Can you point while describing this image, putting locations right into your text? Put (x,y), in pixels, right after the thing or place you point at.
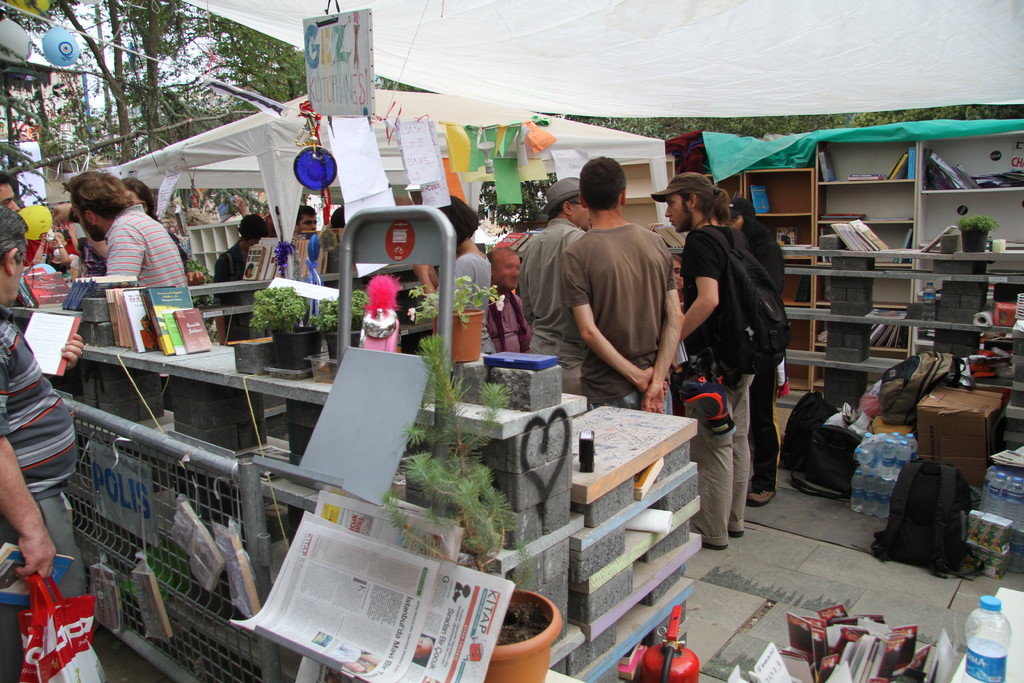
In this picture there is a man (629,280) who is wearing t-shirt (648,361) and trouser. Beside him i can see another man (719,476) who is wearing caps (697,191), black t-shirt (718,266), grey trouser (715,496) and shoe (738,534). He is holding a bag (685,372). At the bottom (364,572) i can see the papers (437,680), plants (455,471), pot (512,654) which are kept on the table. Beside that there is a fire extinguisher (679,672). On the left (36,568) there is a man (39,533) who is holding a book (55,315) and bag (24,623). He is standing near to the fencing (150,468). In the back (62,204) i can see some people (241,265) were standing near to the tent (280,235). In the background (173,101) i can see many trees (242,62). On the top left corner (96,80) there is a sky (97,66). On the right (942,168) i can see many books (998,183) which are kept on the wooden racks (889,201). In the bottom right corner (988,638) there is a water bottle (989,644) on the table (1011,669).
